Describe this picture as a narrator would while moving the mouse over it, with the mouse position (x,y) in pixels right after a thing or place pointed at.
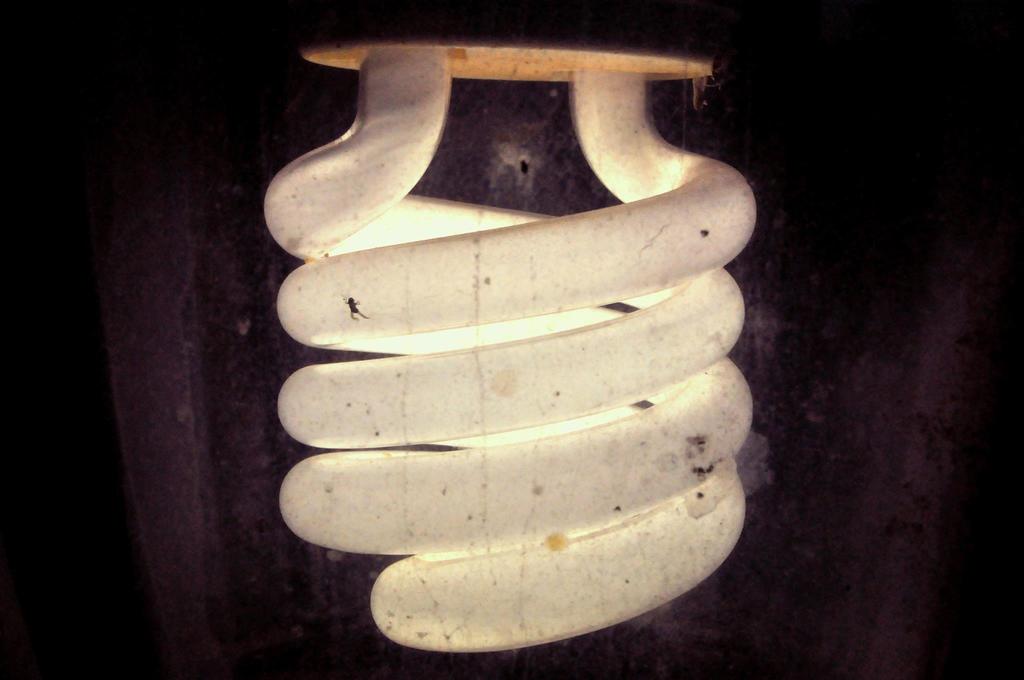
There is a light bulb (381,460) in the center of the image (508,374) and the background (91,40) is dark.
